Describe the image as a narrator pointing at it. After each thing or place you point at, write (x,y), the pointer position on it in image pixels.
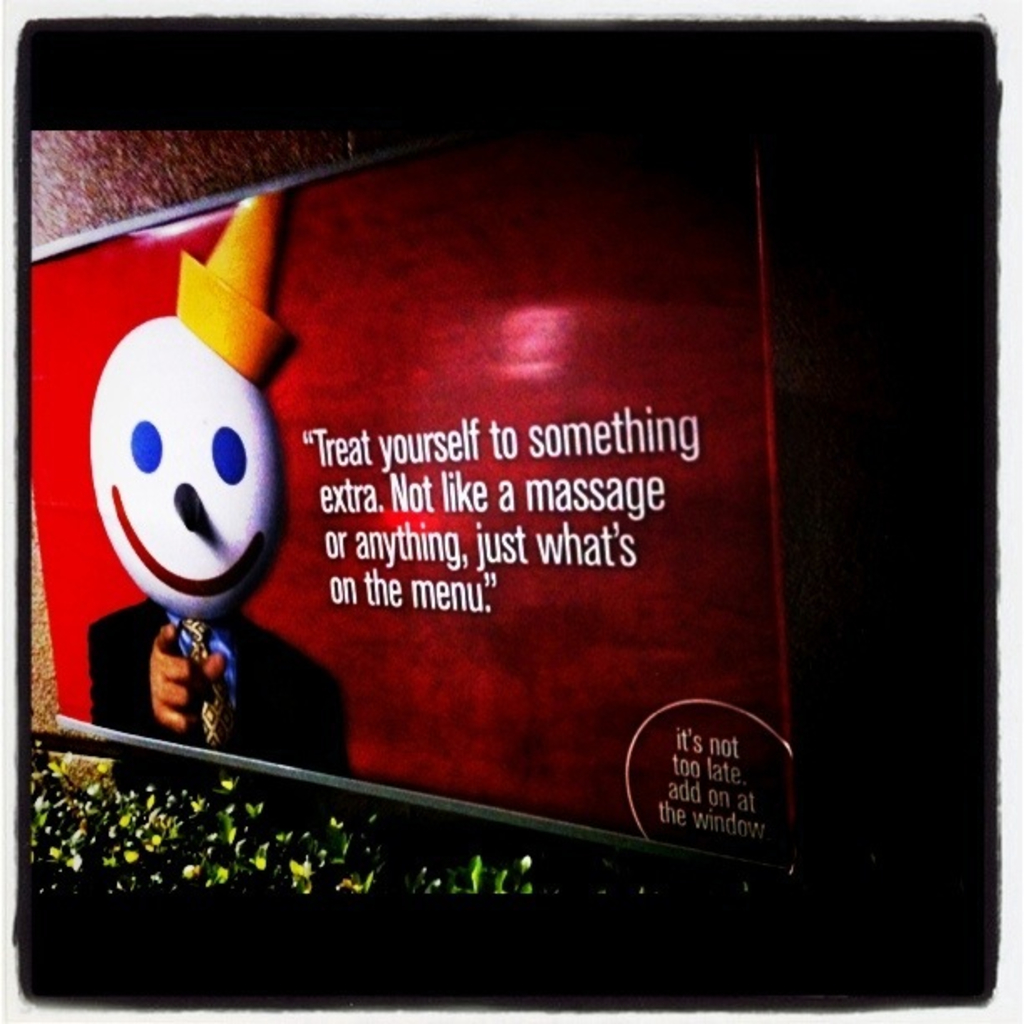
In this image we can see a board (356,362) placed on the wall (210,143). At the bottom (137,877) there are plants (179,847).
